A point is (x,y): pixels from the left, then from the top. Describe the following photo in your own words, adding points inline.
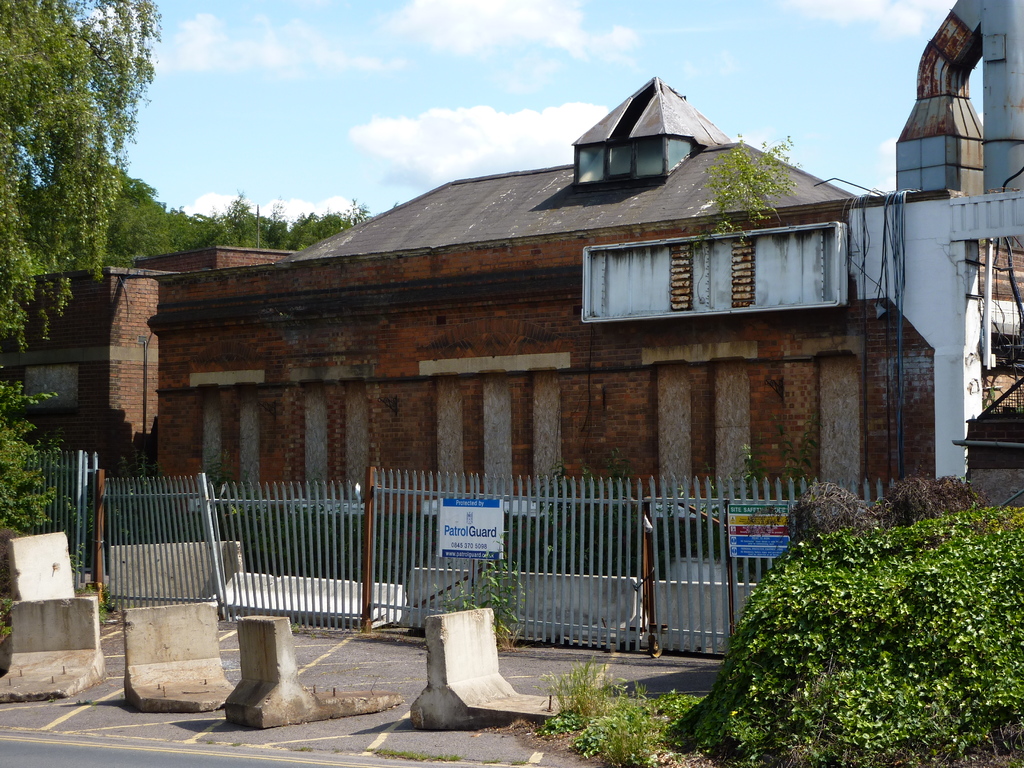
At the bottom of the image (139,660) there are concrete road dividers (475,660). Behind them there is a fencing (384,549) with posts (430,520). In the bottom right corner of the image (837,667) there are bushes (873,664). Behind the fencing (412,512) there is a building (274,299) with brick walls (390,344), windows (625,160) and roofs (502,201). In the top right corner of the image (961,63) there is a chimney (960,102) with pipe (1012,128). In the background (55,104) there are trees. At the top of the image (321,58) there is a sky (348,86) with clouds (473,1).
